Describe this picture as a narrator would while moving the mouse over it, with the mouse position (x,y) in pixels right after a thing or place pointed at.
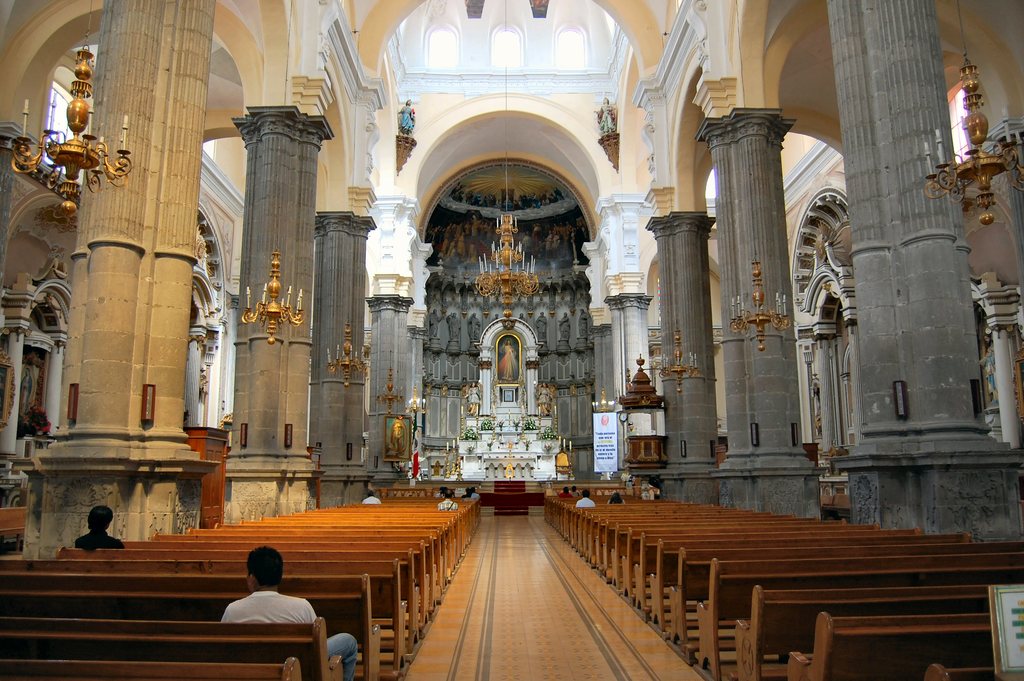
In this image we can see a group of people (263,620) sitting on benches (412,563) placed on the ground (593,627). In the background (281,296), we can see some chandeliers (80,93), candles (563,442), photo frames (515,349) on the wall (589,461), a banner (607,430) with some text (604,442), a group of flowers (467,434), some pillars (619,411), statues (412,116) and some windows (584,42).
